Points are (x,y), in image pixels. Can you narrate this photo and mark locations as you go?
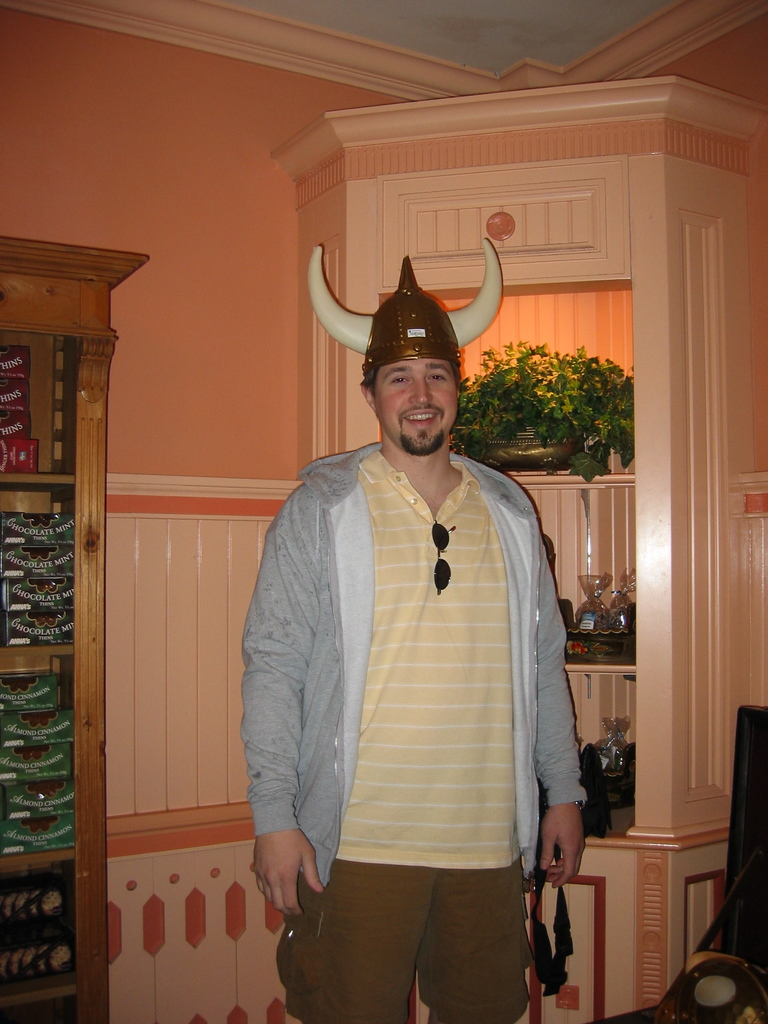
This picture is clicked inside. In the center (418,501) there is a man (429,398) wearing yellow color t-shirt (478,586), smiling and standing. In the background (739,430) we can see the cabinets (645,683) containing some items (623,648) and we can see the wall (187,570) and the roof (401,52).
